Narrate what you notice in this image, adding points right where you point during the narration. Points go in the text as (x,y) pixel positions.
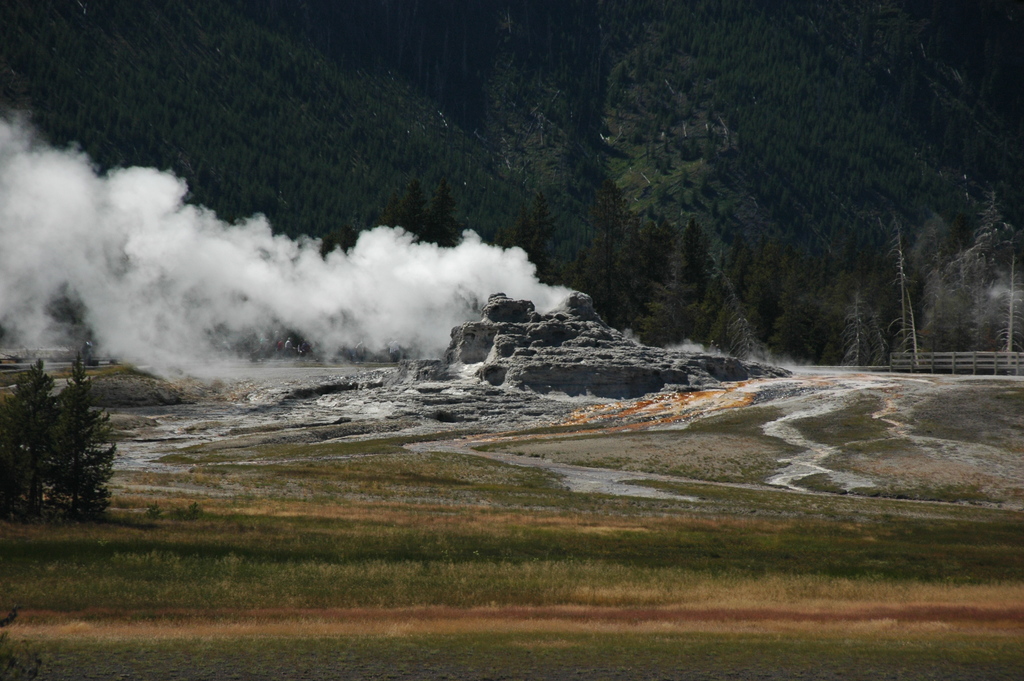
In the image we can see grass (589,641), plant (46,433), stones (406,376), smoke (311,309), trees (660,257) and fence (936,364).
